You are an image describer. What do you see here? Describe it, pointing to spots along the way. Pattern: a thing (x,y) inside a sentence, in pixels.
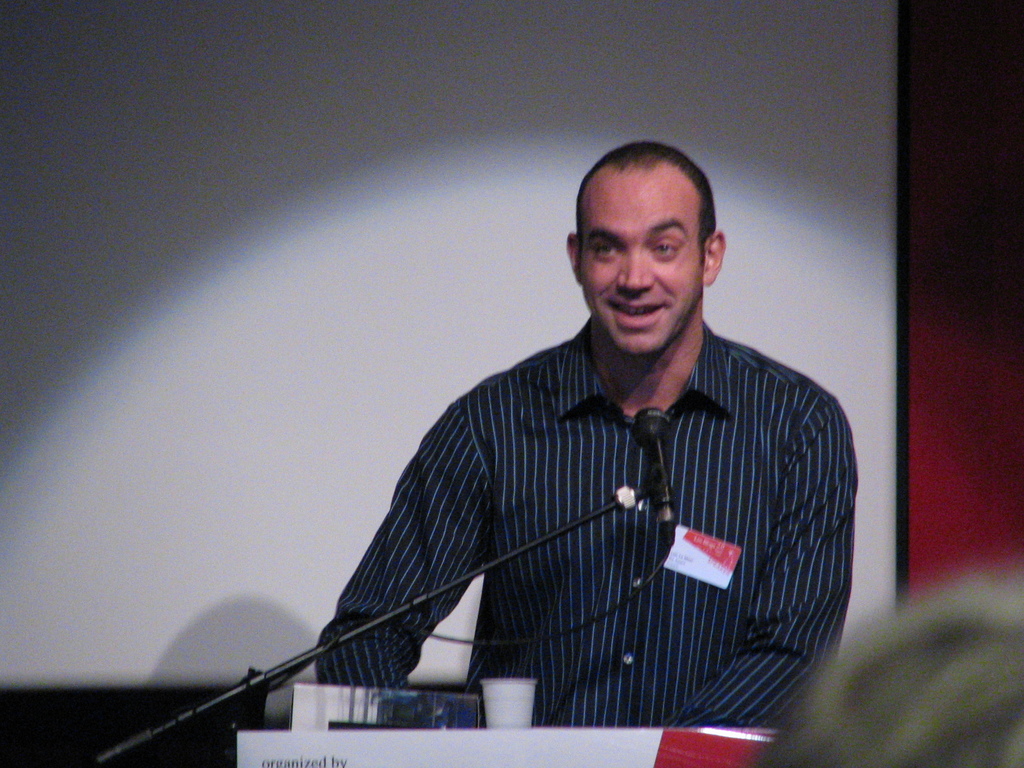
In the center of the image (606,452) we can see a man (655,391) standing, before him there is a podium (755,730) and we can see a glass (513,720) and an object (425,708) placed on the podium (520,760) and there is a mic (654,417) placed on the stand (523,554). In the background (409,232) there is a screen (701,76) and a wall (1002,280).
